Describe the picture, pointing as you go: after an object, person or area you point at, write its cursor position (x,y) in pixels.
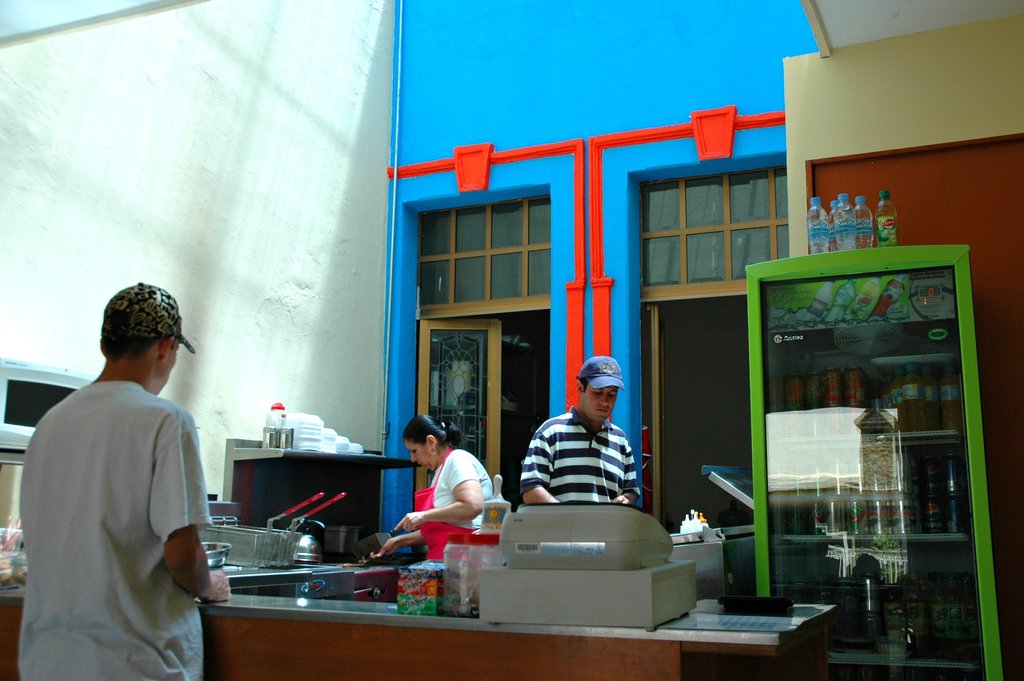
In this image there are three persons (601,487) who are doing work at kitchen (280,549) and at the right side of the image (855,440) there is a fridge (855,455).
